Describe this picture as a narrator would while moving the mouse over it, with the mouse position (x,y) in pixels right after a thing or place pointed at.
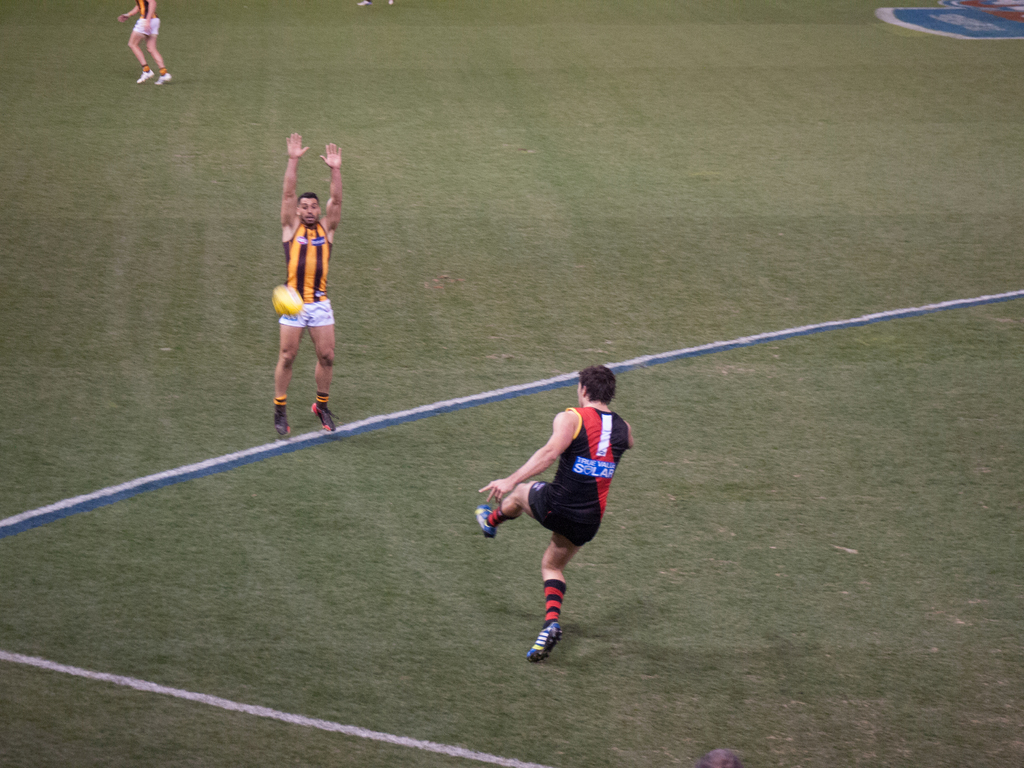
In this image there are players (293,342) playing football on a ground (609,292).
